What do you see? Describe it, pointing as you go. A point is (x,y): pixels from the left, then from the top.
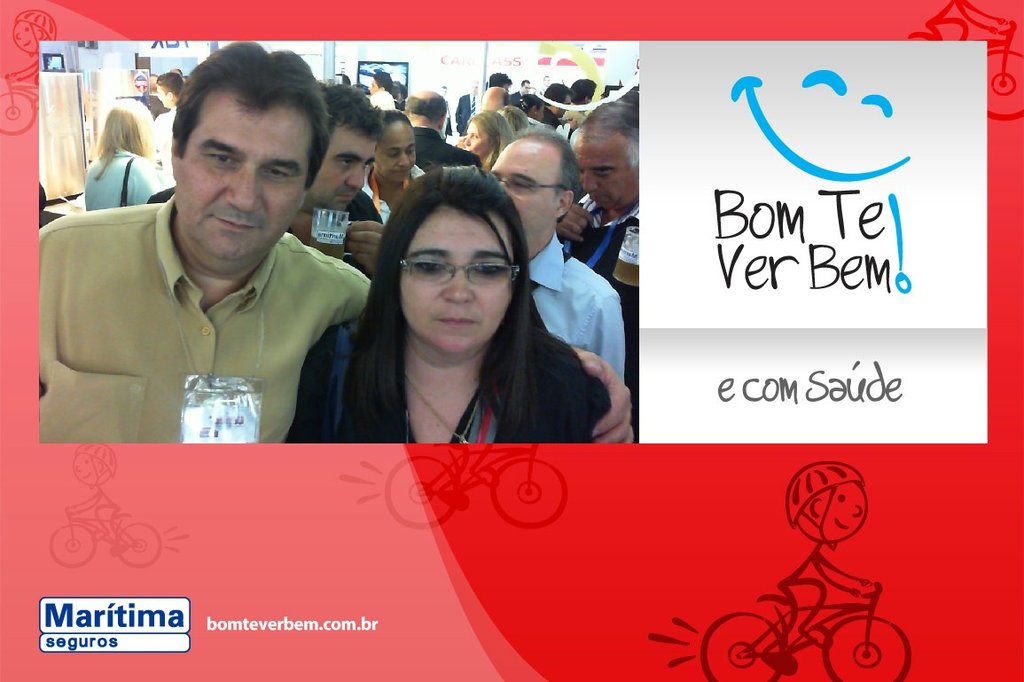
In this image, we can see an advertisement (778,38) contains persons (163,336) and some text (843,238). There is a cartoon (820,516) riding a bicycle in the bottom right of the image (823,632).
